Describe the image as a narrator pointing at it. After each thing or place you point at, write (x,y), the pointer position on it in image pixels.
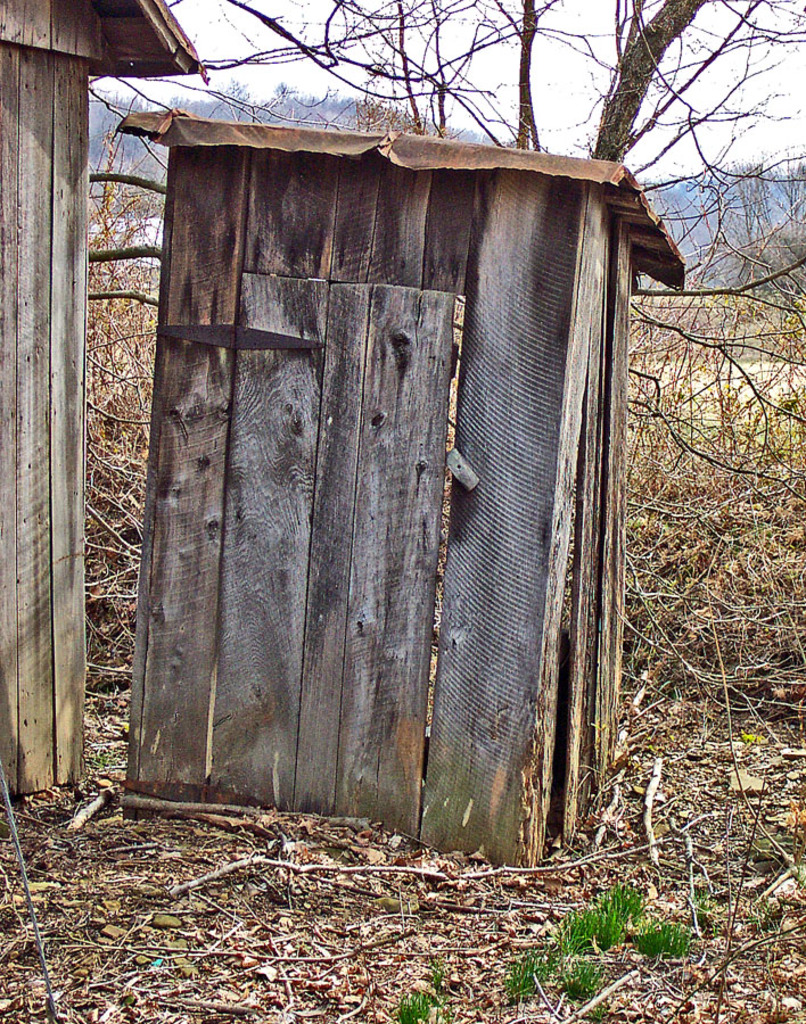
In this picture we can see sheds (444,829) on the ground (612,829) and in the background (671,435) we can see trees (648,361), sky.
